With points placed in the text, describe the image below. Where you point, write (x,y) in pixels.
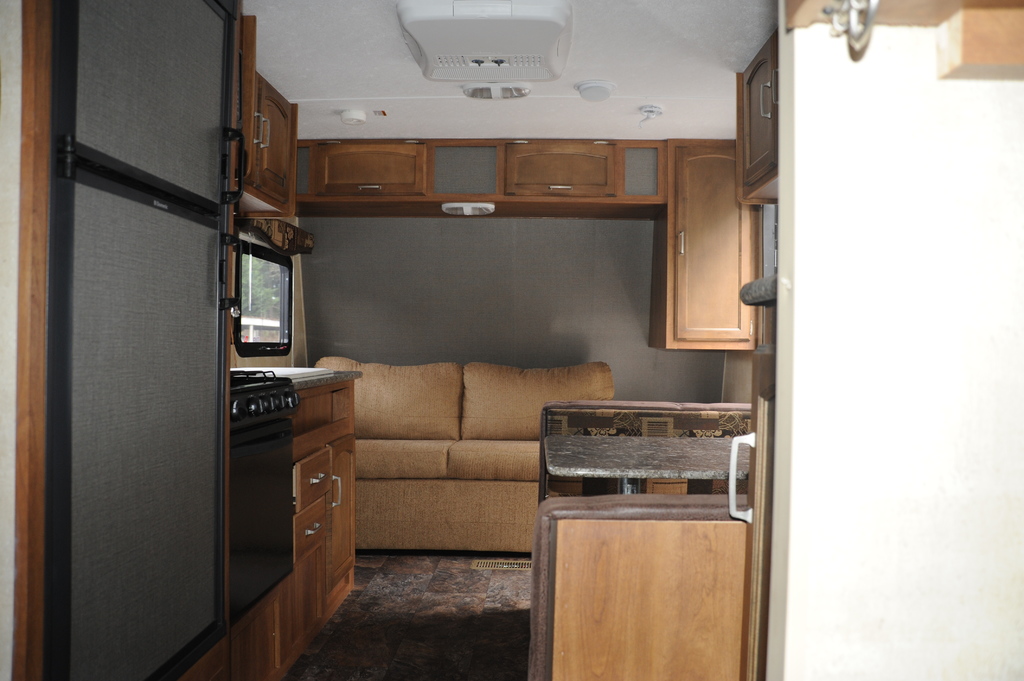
This is the picture of a room (385,355) where we have a sofa (356,445) and a desk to the right side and some shelves (334,422) and kitchen floor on the left side (335,407).
